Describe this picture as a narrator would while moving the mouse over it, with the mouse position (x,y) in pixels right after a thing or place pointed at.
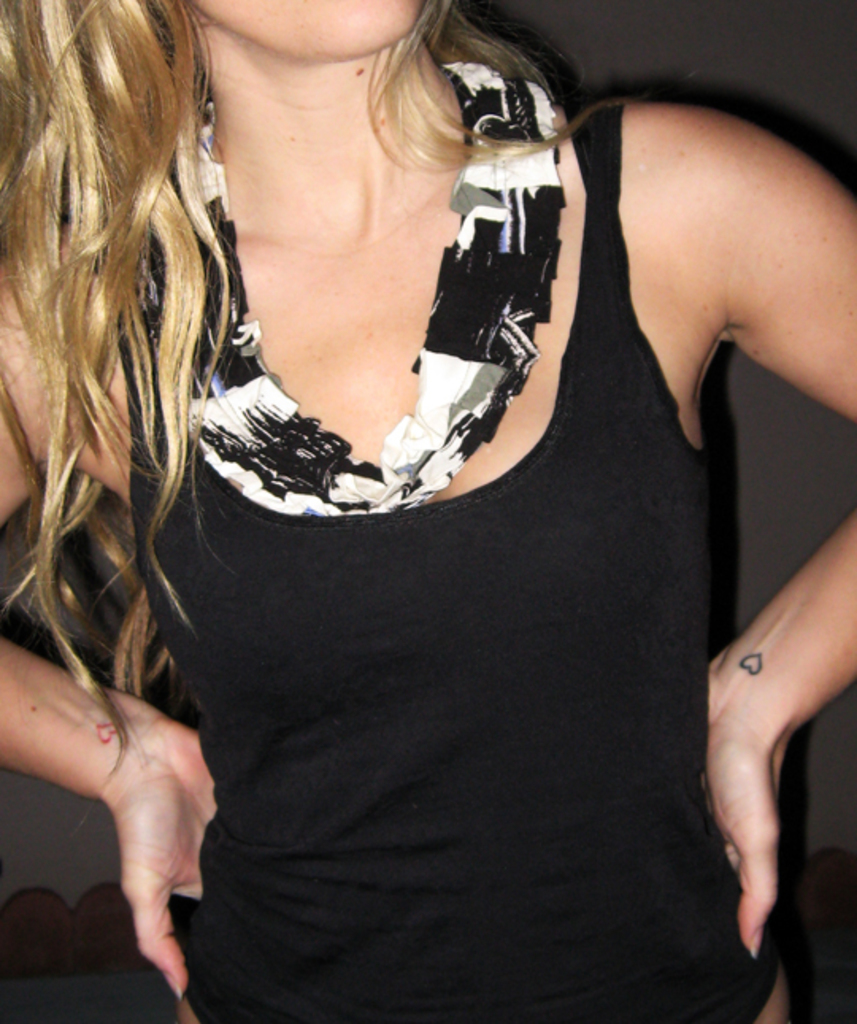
In the picture we can see a part of the woman's body (453,873) with a black dress (270,924) and golden hair (110,123) and she is placing her hands (144,904) on her hip (284,845).
